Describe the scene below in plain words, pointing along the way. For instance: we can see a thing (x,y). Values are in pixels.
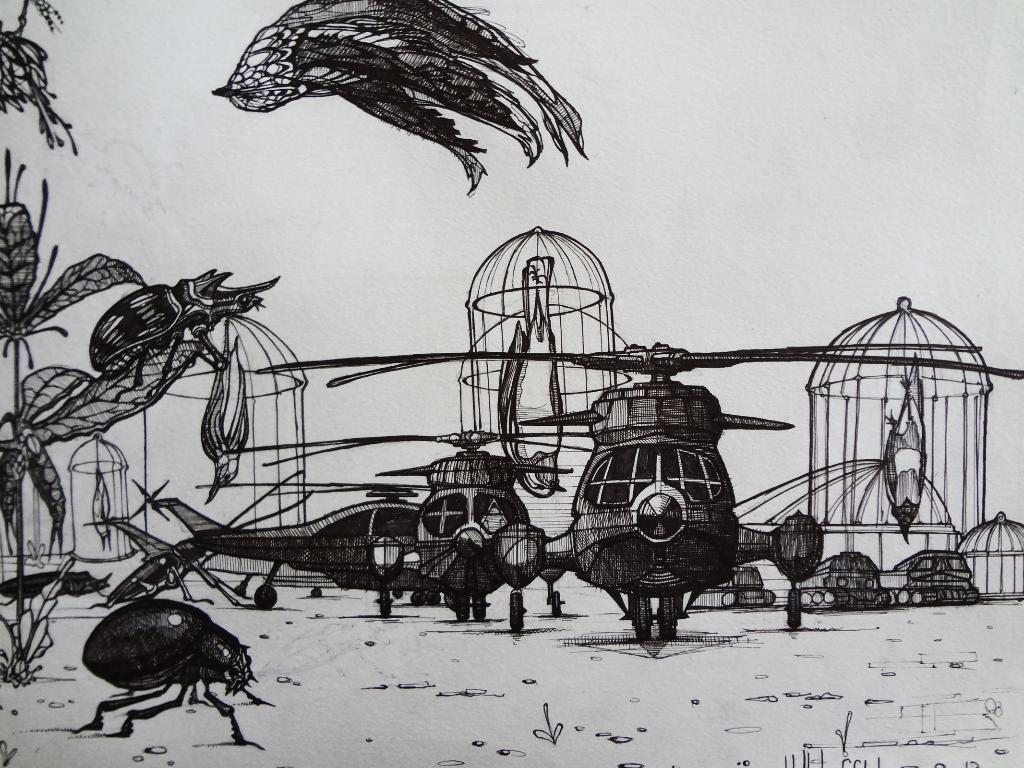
In this drawing image we can see cages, birds (242,379) and helicopters (496,575).
